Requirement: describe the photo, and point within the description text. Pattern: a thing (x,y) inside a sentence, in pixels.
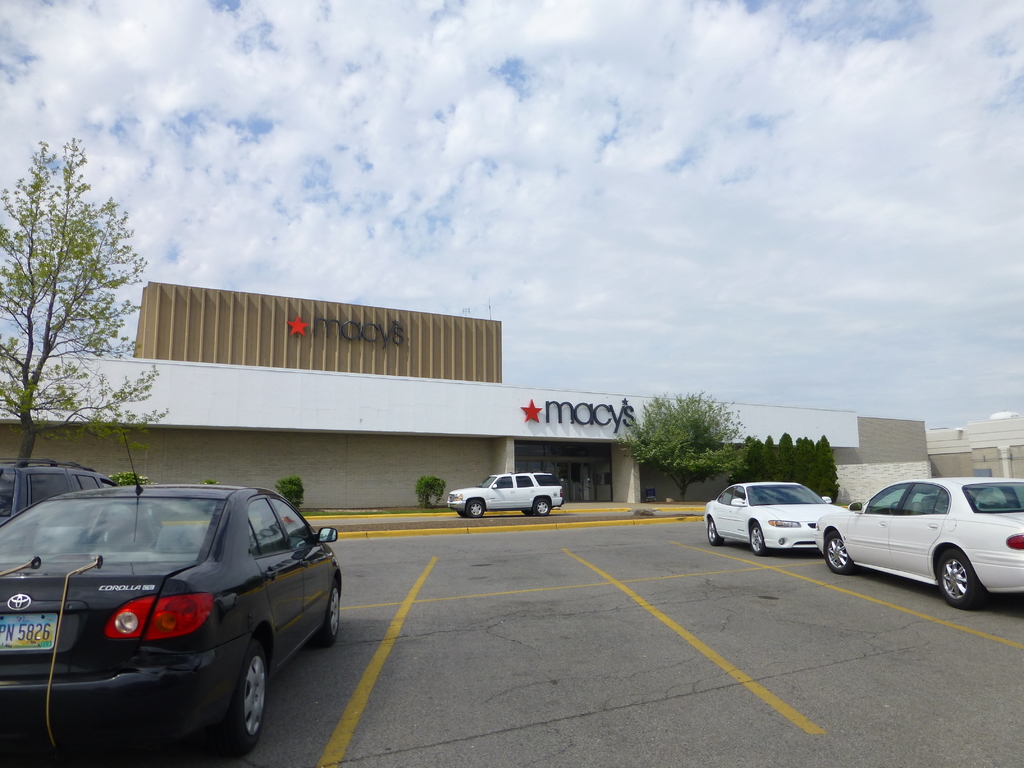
In the picture we can see a parking surface (578,689) on it, we can see some cars (125,727) are parked and in the background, we can see some plants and building (963,447) with a name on it star Macy's and besides the building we can see some trees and plants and in the background (285,102) we can see a sky (606,297) with clouds (467,235).
